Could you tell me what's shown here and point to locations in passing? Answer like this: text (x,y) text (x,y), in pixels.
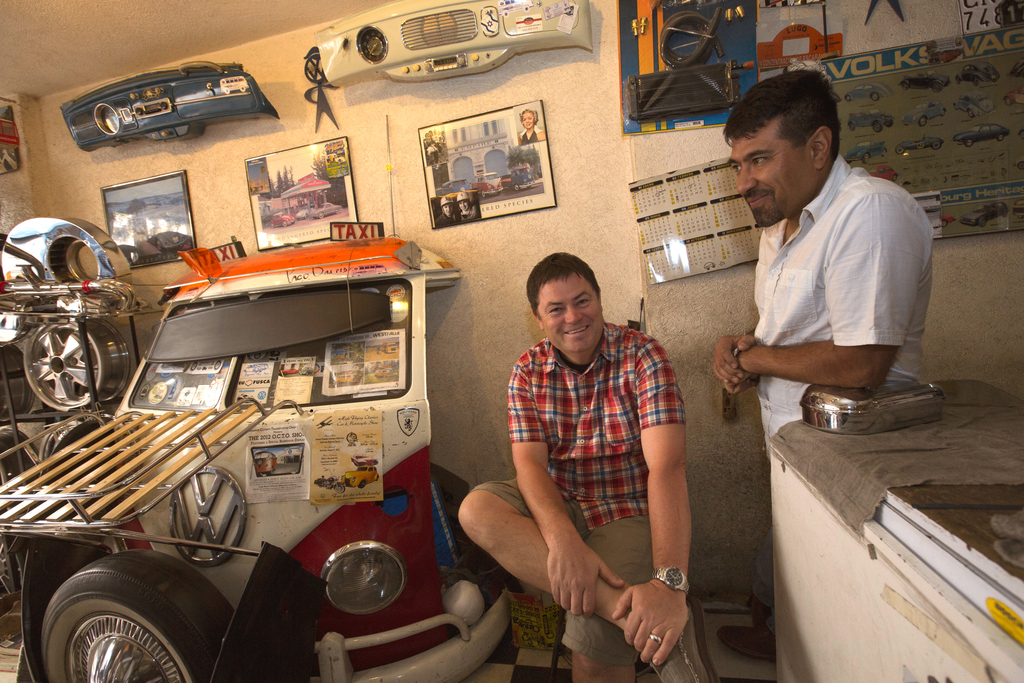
In this image I can see a person (611,533) sitting, a person (765,334) standing, a table (955,496) with a cloth (961,457) and a metal object (895,424) on it, the wall (463,287), few boards (494,167) attached to the wall (464,269), few vehicle spare parts (216,79) attached to the wall (297,54) and the ceiling (186,35). I can see few vehicle spare parts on the ground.
